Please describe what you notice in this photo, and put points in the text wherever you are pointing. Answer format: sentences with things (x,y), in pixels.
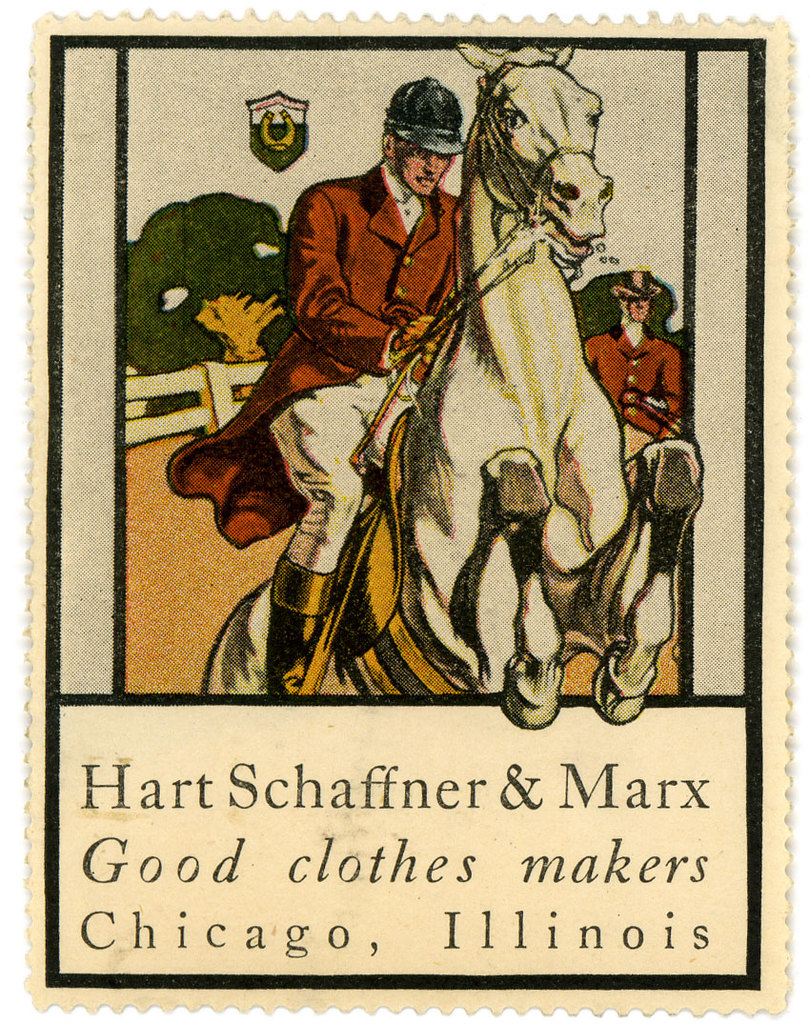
In this picture I can see a stamp (414,701), where there is a photo (611,150) of a person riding a horse (569,229), there is another person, fence (132,395), trees (164,399), a symbol (253,122) and sky (344,101), and there are words (694,789) on the stamp (466,830).
